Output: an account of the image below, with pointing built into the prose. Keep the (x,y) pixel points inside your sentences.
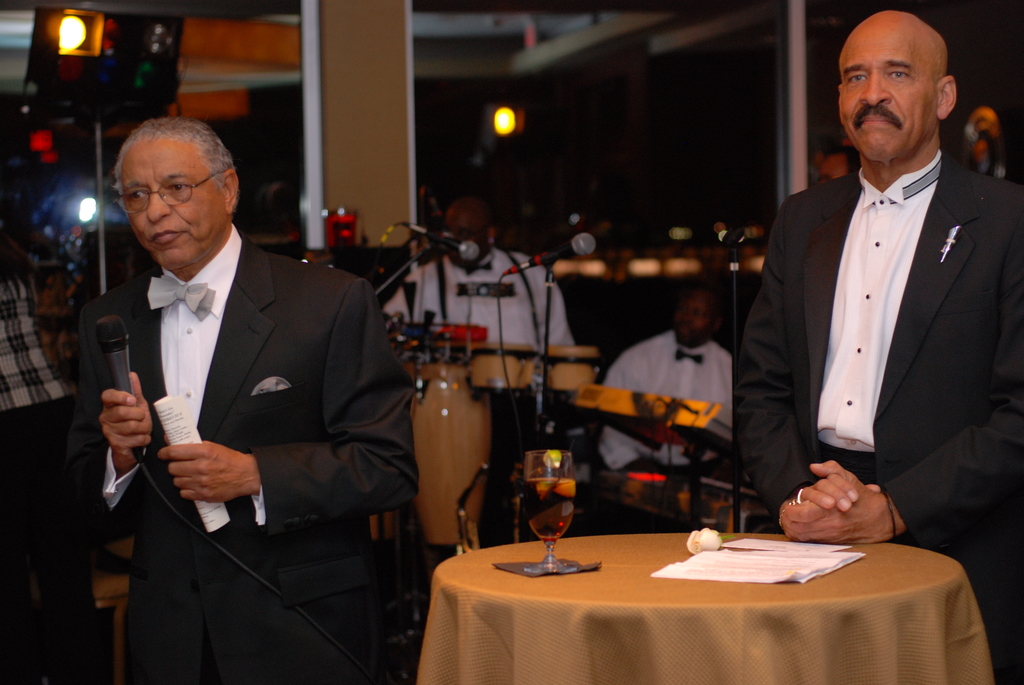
In the left (335,313), a person (341,374) is standing and speaking in the mike (124,341). In the right (887,482), a person (741,370) is standing in front of the table (638,568) on which wine glass (548,483) and papers (782,552) are kept. In the background (726,391), two person (720,376) are playing instruments (478,353) in front of the mike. In the background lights (74,18) are visible. And people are standing. A pillar (371,100) is of light brown in color. This image is taken inside a hall (727,82) during night time.
